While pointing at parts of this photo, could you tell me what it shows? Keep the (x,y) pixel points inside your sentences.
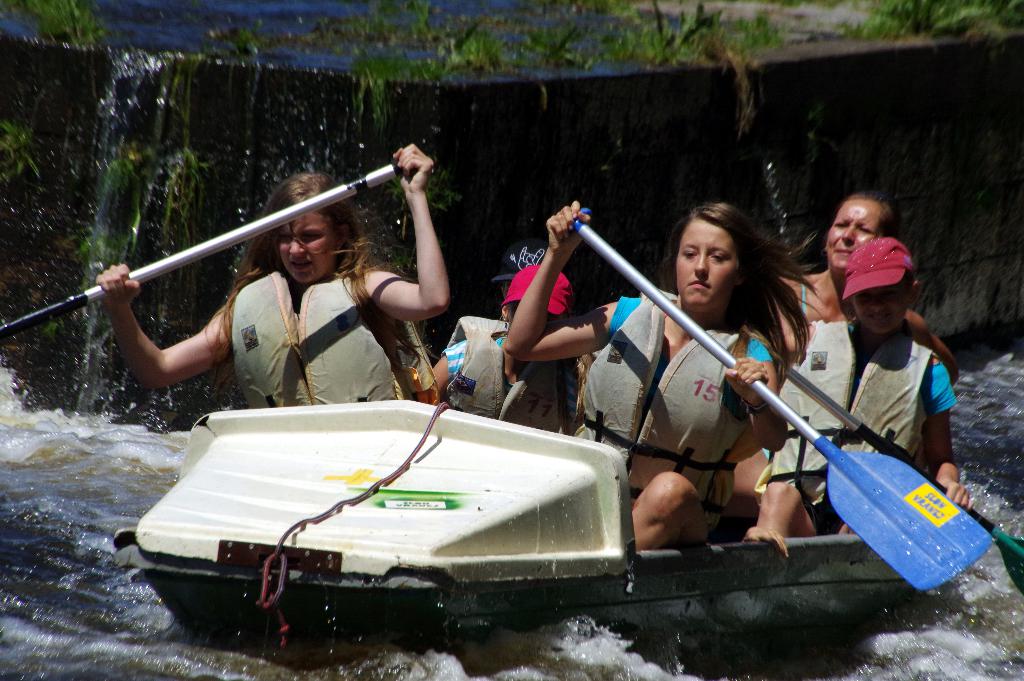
There are people (802,516) sitting on a boat (803,546) and these two women (302,237) holding paddles (286,215). We can see water (56,583). In the background (237,262) we can see plants (630,56), grass (749,94) and wall (654,78).
